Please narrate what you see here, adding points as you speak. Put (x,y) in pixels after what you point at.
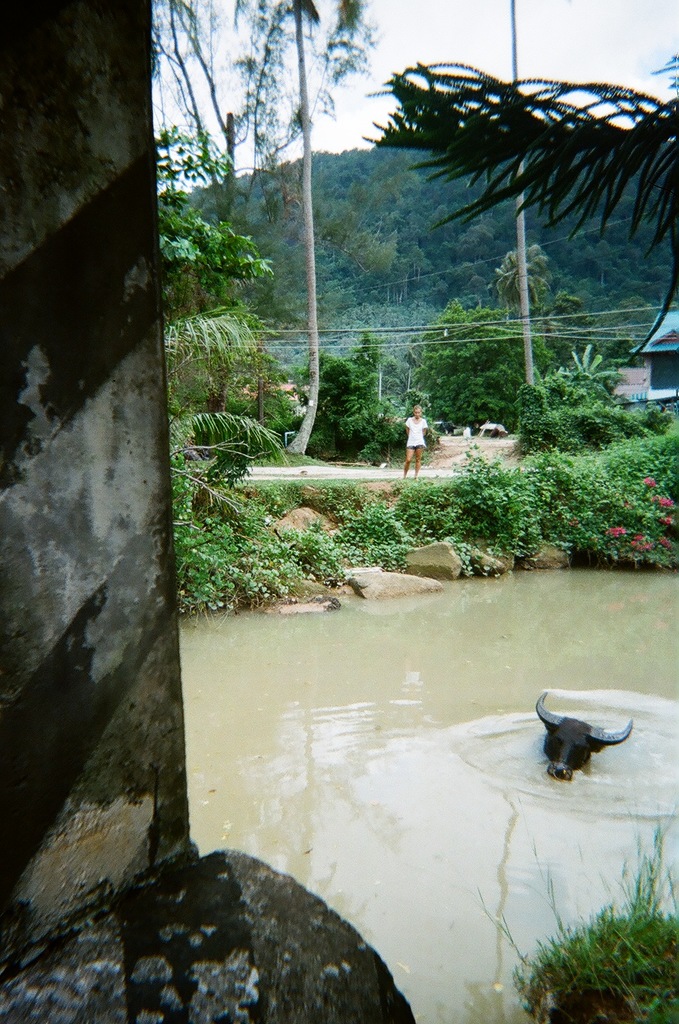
On the left side of this image (98,596) there is a wall (78,720). On the right side (559,738) there is an animal (588,735) in the water (484,813). At the bottom (620,982), I can see the grass (637,930). In the background (481,531) there are many plants (334,542) and trees (290,263) and also there is a house (638,402). In the middle of the image (417,456) there is a person (417,443) standing on the road (391,470). At the top of the image (419,44) I can see the sky (442,40).
